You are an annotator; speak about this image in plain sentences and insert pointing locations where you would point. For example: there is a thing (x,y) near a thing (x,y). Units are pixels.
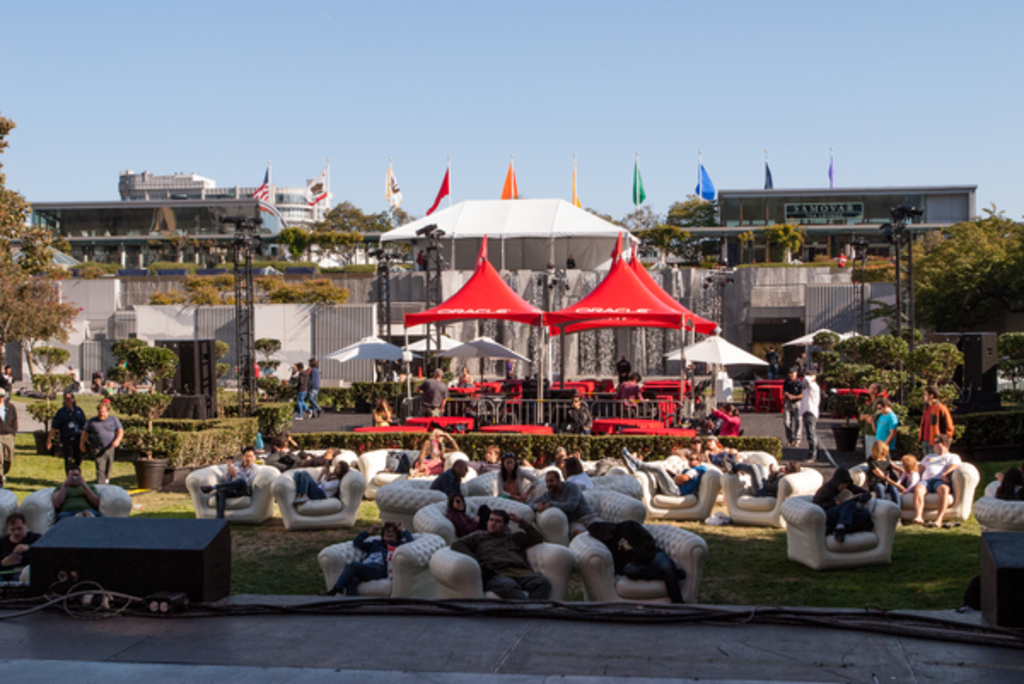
In this image I can see few people (479,541) are sitting on the couch (554,527) and few people (103,421) are standing. These people (538,500) are wearing the different color dress (520,484). In the back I can see the red color tents (527,317) and there are trees (36,308) to the side. In the background (361,275) I can see many colorful flags (574,182) and the building (702,233). I can also see the sky (425,148) in the back (425,148).
